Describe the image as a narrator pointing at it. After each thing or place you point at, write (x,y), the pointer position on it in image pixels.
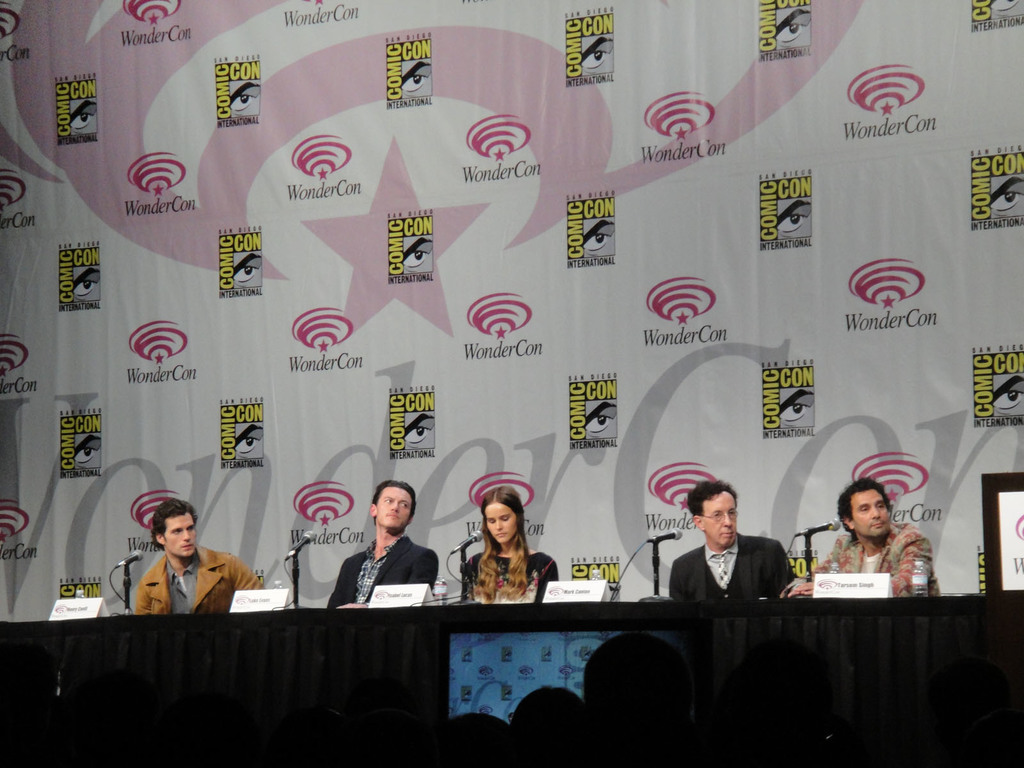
There are people (909,564) sitting in the foreground area of the image (694,509), there are mics (802,534) and place cards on the table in front of them, it seems like a poster (604,524) in the background (604,524).
